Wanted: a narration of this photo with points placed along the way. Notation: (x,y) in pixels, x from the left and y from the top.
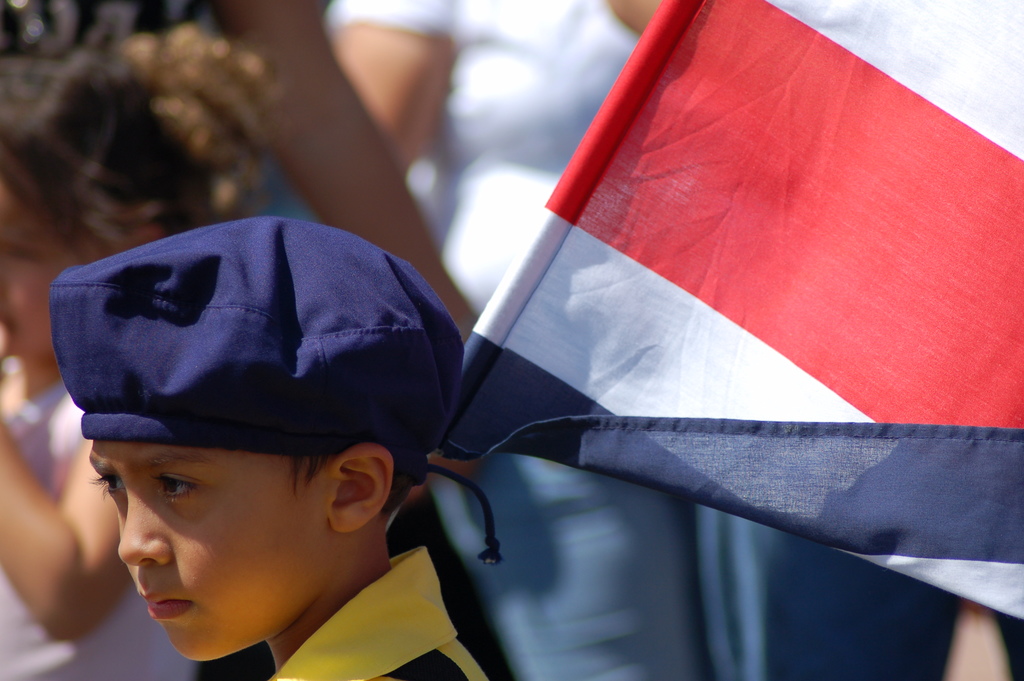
At the bottom (334,605) there is a boy (238,593) wearing a t-shirt (379,615), a cap (345,395) on the head (290,573) and holding a flag (513,392). In the background (273,183), I can see some people (121,195).
